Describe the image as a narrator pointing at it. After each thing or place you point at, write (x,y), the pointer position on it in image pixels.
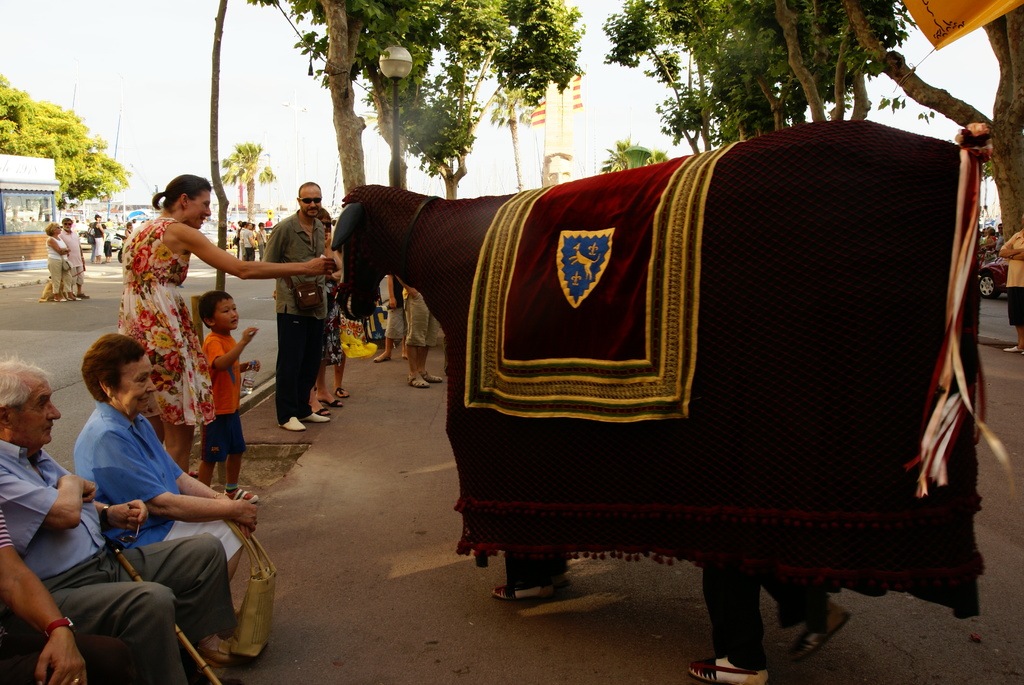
In this image, on the right (754,464) there is an animal costume (729,435) wear by people (730,586). On the left (154,335) there are people (13,545), children (220,316), trees (408,142), street lights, poles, house (47,219), road (66,334). In the background (989,285) there are flags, vehicle (984,285), sky (235,138).
